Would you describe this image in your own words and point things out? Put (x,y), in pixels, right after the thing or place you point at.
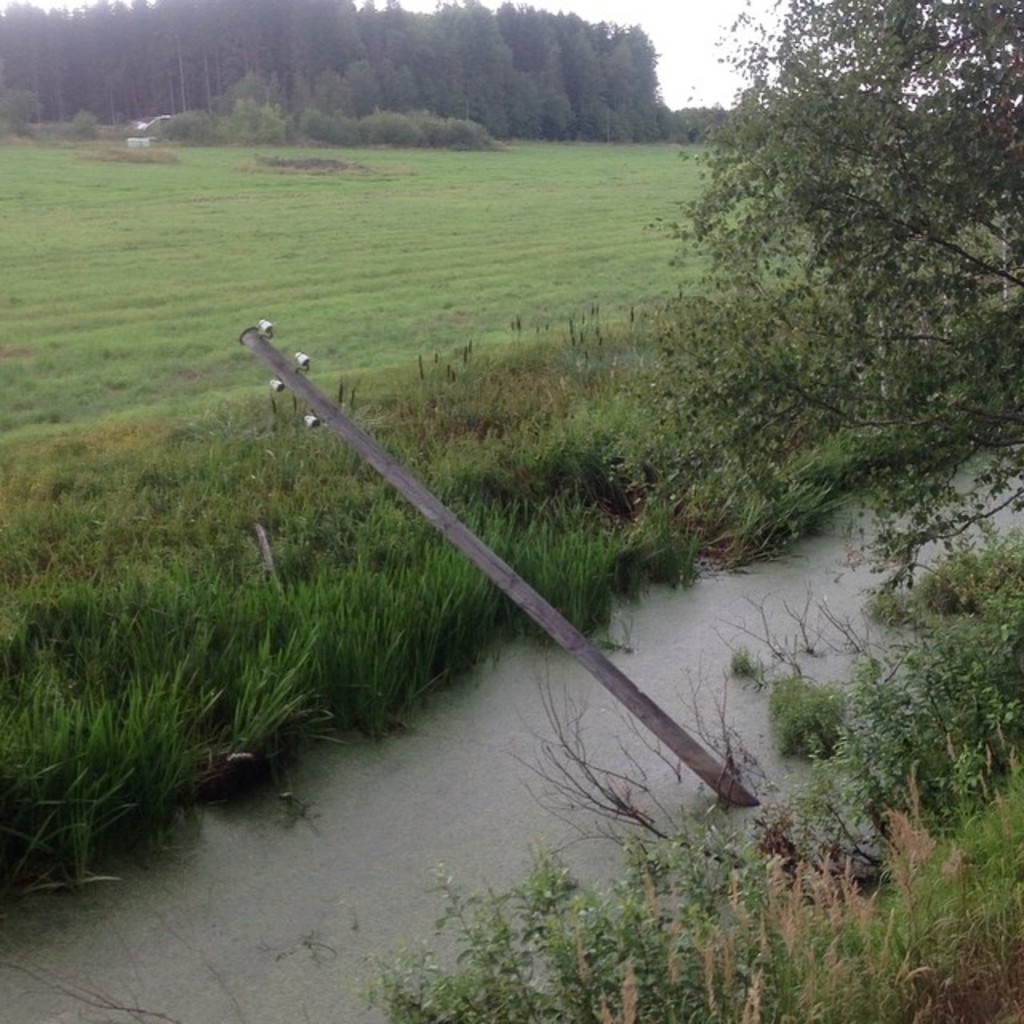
In this image there is an electric pole (609,665) in the water (607,755). In the background (367,101) there are trees (427,93). Beside the water (336,810) there is grass (100,614). In the middle (514,355) there is ground (385,242) on which there is grass (447,246).
